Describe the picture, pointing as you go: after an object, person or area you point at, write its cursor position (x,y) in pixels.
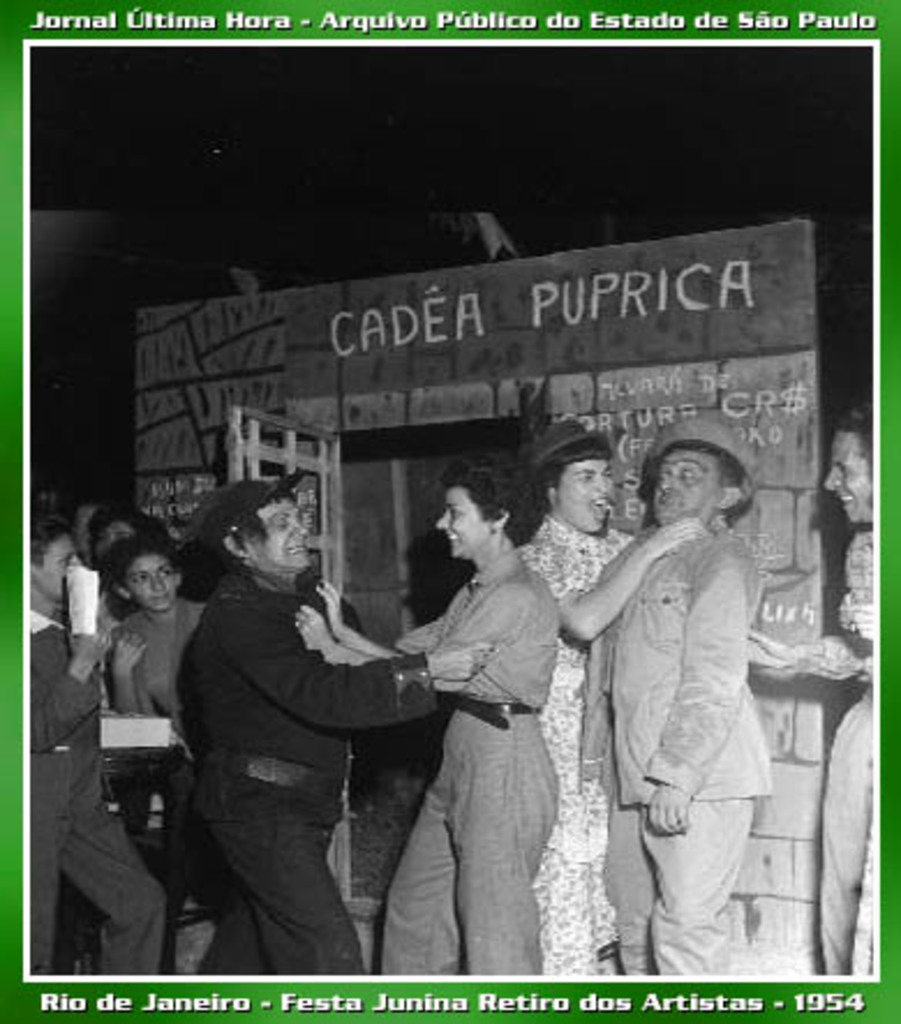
In the picture I can see few persons (339,661) and there is an object (479,367) in the background (544,328) and there is something written above and below it.
